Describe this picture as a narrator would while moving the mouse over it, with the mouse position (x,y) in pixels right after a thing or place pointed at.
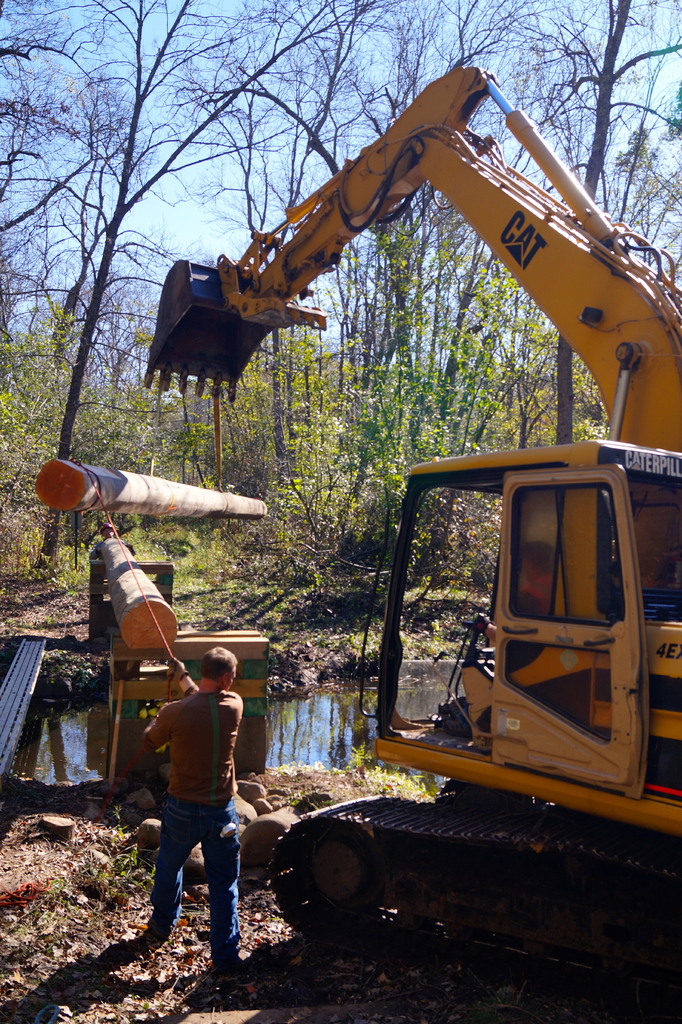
In this image I can see a poclain (681,715) and there is a person (198,752) standing back and holding the rope (172,651). There is water (66,749), wooden objects (113,507), trees (103,400), water (78,740) and in the background (178,129) there is sky (150,131).
